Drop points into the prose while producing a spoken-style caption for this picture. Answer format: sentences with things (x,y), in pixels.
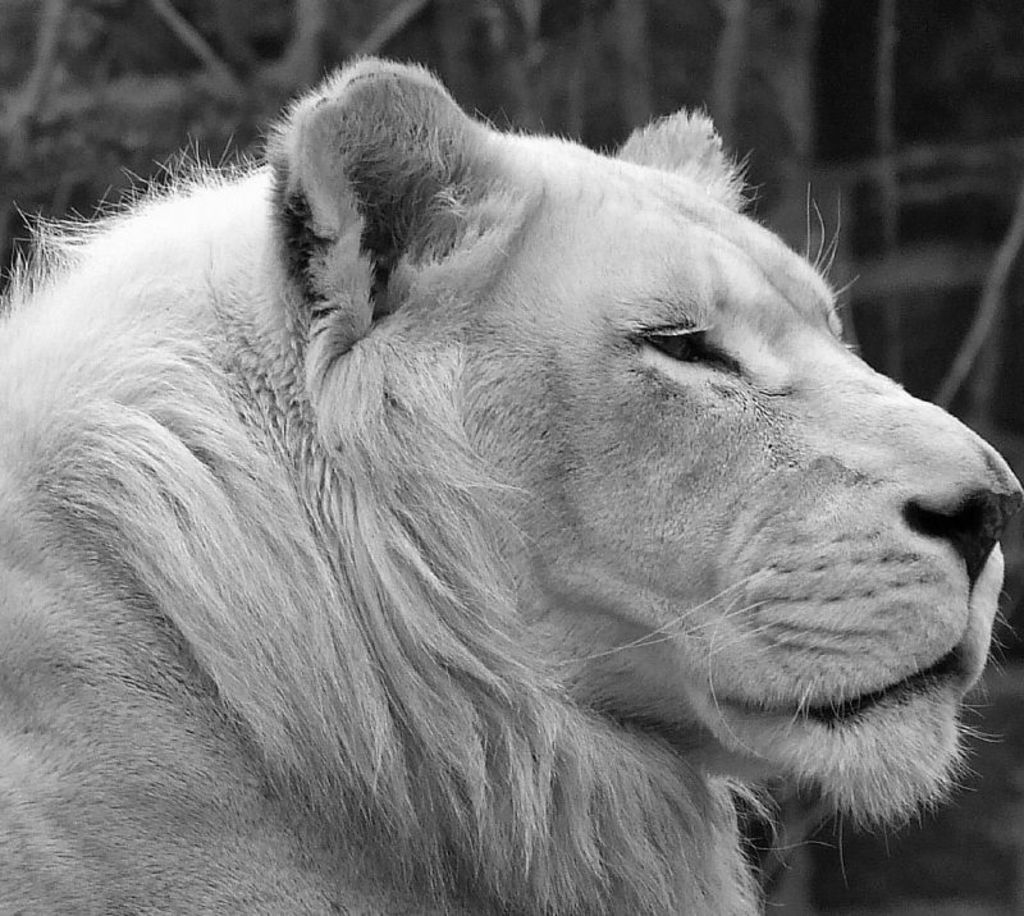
In this image in the foreground (625,548) there is an animal (643,497), and in the background (526,89) there are some objects (761,156).
